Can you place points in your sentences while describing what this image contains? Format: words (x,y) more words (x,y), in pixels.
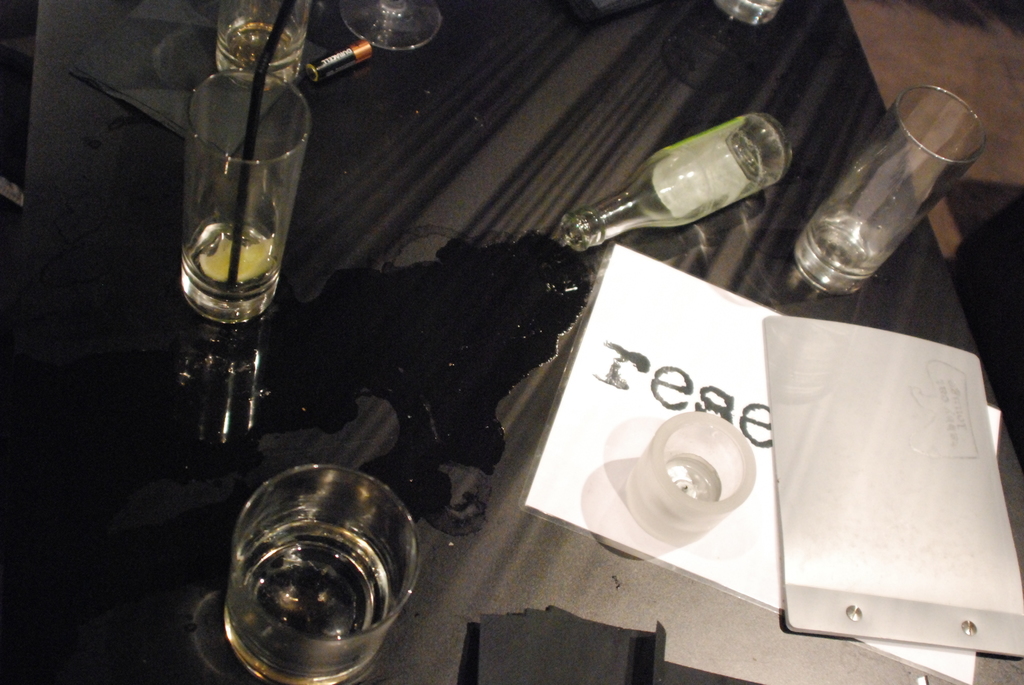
In this picture we can see a bottle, glasses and some objects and these all are on a platform (472,353) and in the background (1009,82) we can see the floor (1000,91).
